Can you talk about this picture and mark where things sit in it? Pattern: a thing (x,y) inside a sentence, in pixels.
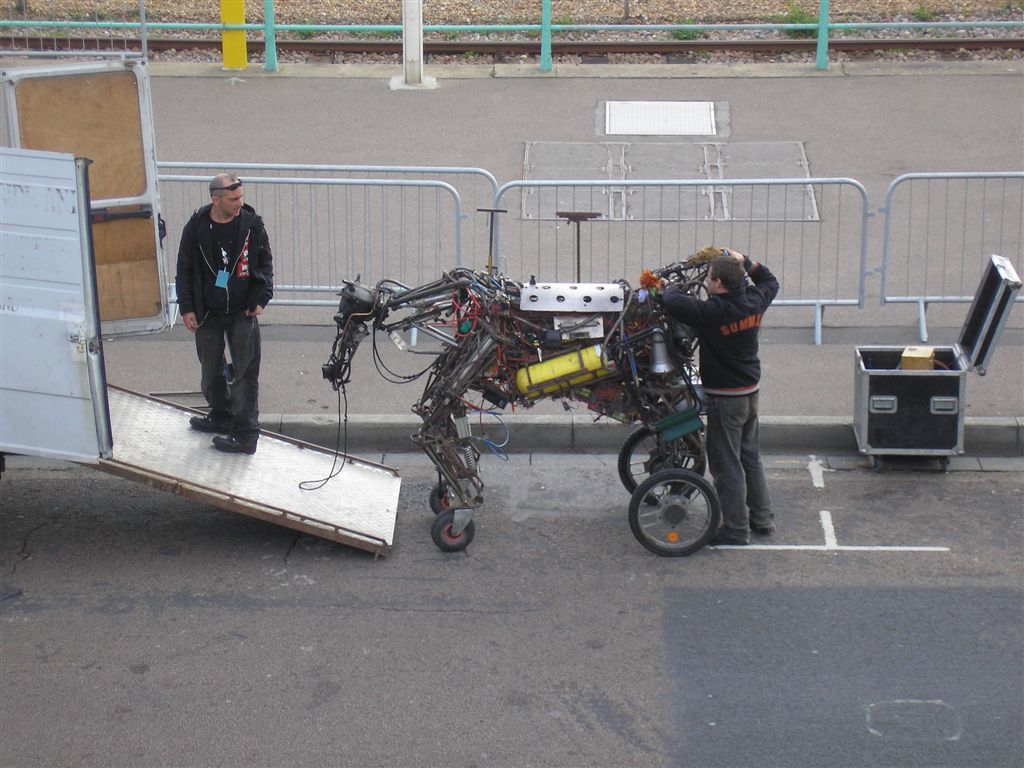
In the image there is a machine (460,343) on the road (703,548) in front of a truck (64,448), there is a man (742,332) standing behind the machine (517,306) and one in front of it on the truck (7,433), in the back (456,227) there is a fence (722,203) in the middle of road (1010,188) and over the right side (920,418) there is a box (969,344).
